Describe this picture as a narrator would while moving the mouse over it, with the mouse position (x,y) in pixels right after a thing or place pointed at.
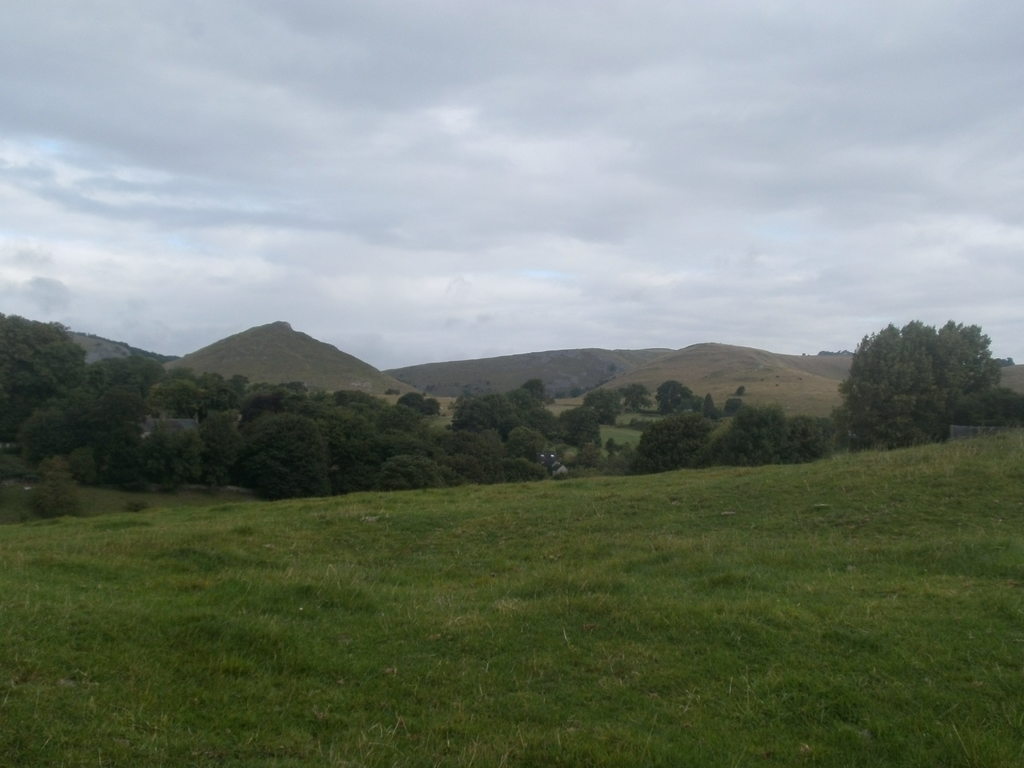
In the picture I can see a greenery ground (488,613) and there are few trees (431,409) and mountains (466,380) in the background (295,354).
